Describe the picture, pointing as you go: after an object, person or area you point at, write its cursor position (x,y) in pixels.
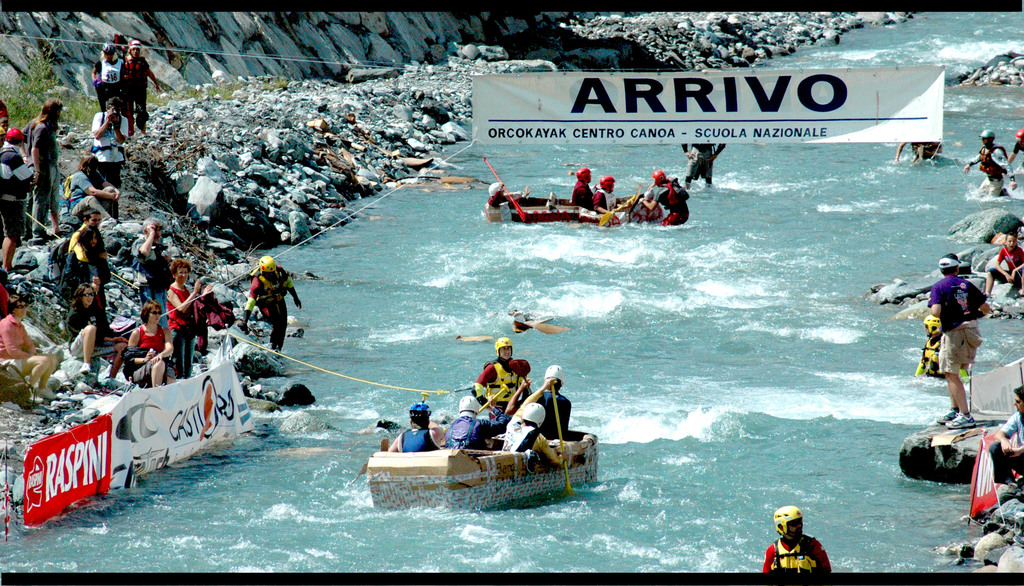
In the image there are few people (540,392) kayaking on boats (443,466) in middle of the canal (752,226), on either side of it there are few peoples (275,311) standing on the rocky land (313,134) and above there is a banner (806,125).
